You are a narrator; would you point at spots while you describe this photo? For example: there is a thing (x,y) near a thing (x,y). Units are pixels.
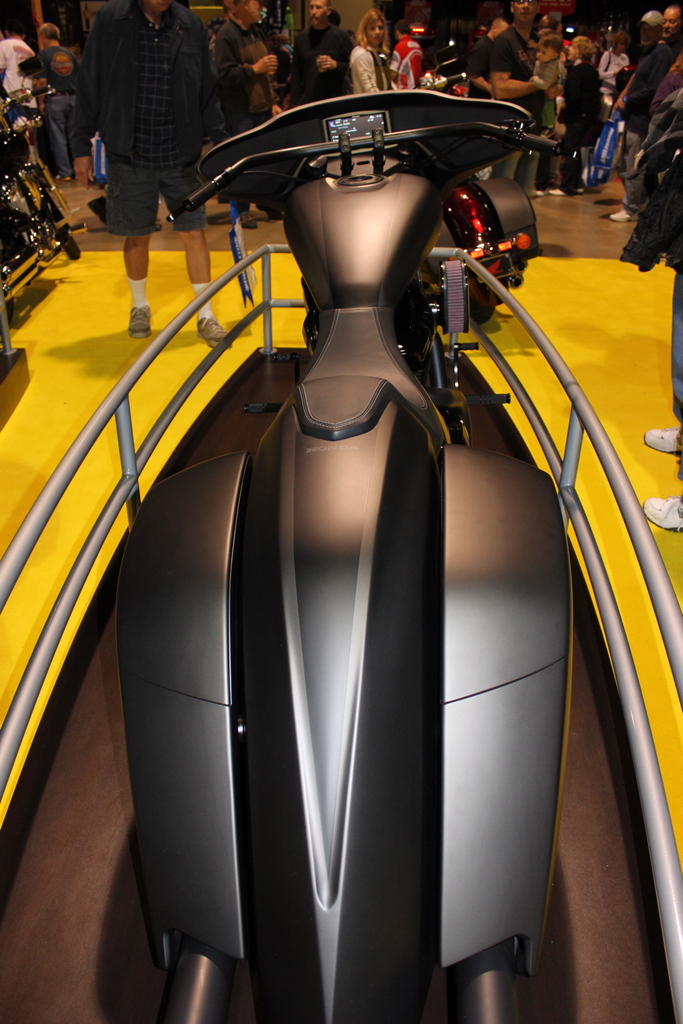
In this image there is a bike (306,482) in the expo (574,259) there are people (521,85) in the background (496,93).
